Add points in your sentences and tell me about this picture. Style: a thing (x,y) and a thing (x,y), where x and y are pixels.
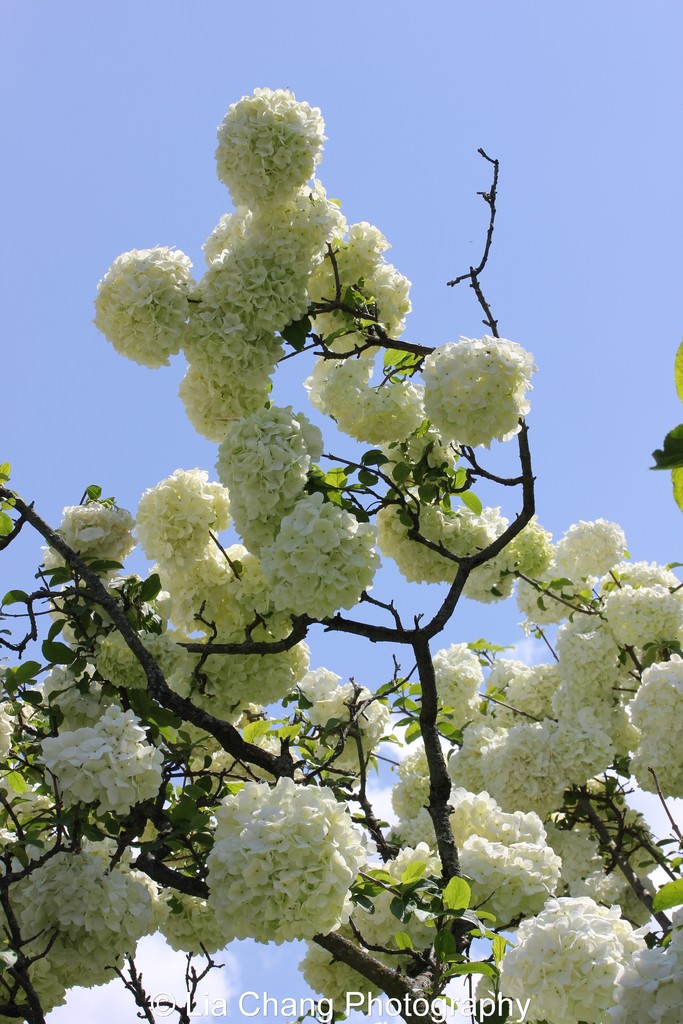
In this image there are white flower (118,776) to a plant (183,909) at the bottom (527,999) there is some text (205,1003), in the background (70,331) there is the sky (356,473).
